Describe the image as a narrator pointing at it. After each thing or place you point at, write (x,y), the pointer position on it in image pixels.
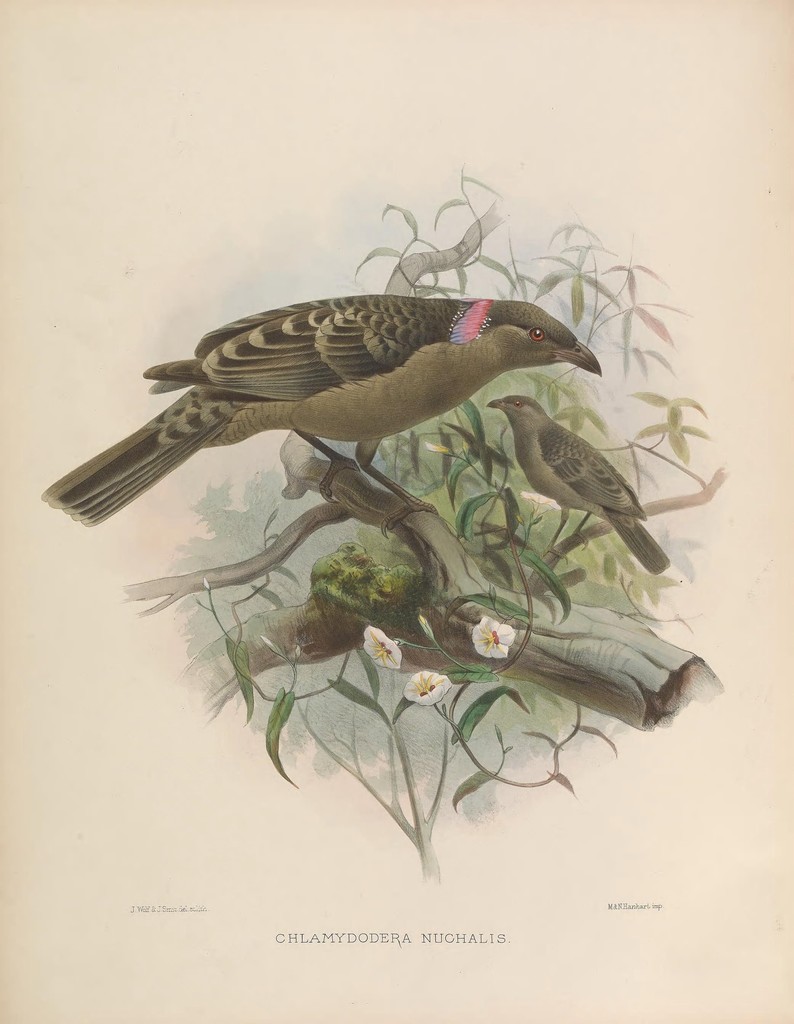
This image is a painting. In this painting we can see birds (551,342) on the branch (480,611). There are flowers (432,684).
